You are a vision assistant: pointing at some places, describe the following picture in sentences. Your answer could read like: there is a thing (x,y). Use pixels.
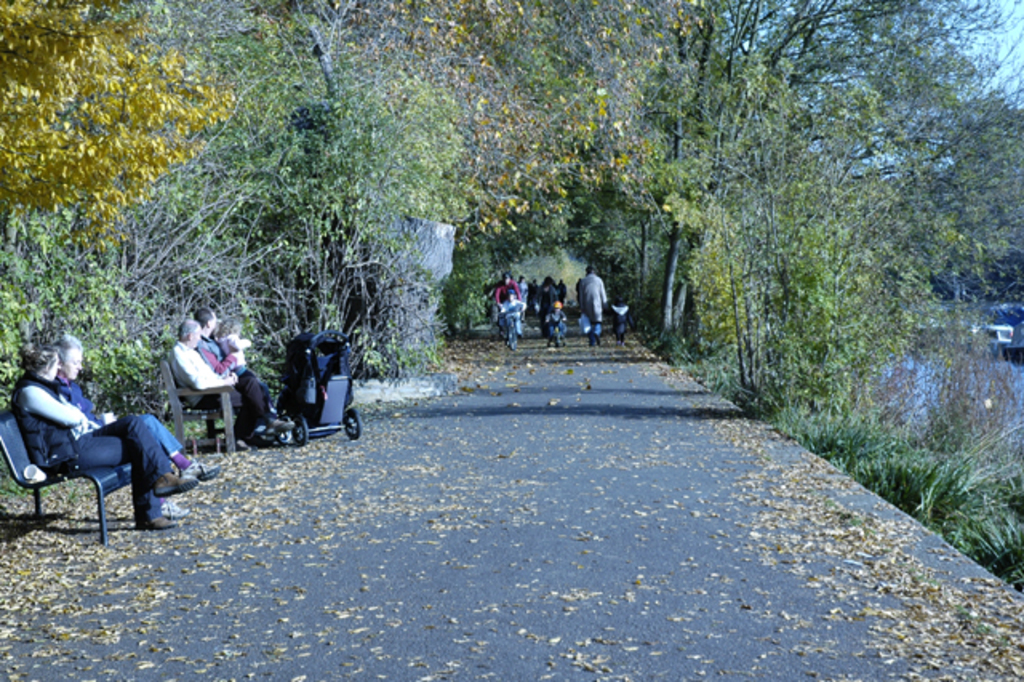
In this image I can see few people (161,447) are sitting on the benches (103,483). To the side I can see the stroller (315,412). In the back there are few more people (545,324) with different color dresses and some are riding their bicycles (510,321). These are on the road (508,505). There are many trees (356,196) and the sky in the back (435,215).
